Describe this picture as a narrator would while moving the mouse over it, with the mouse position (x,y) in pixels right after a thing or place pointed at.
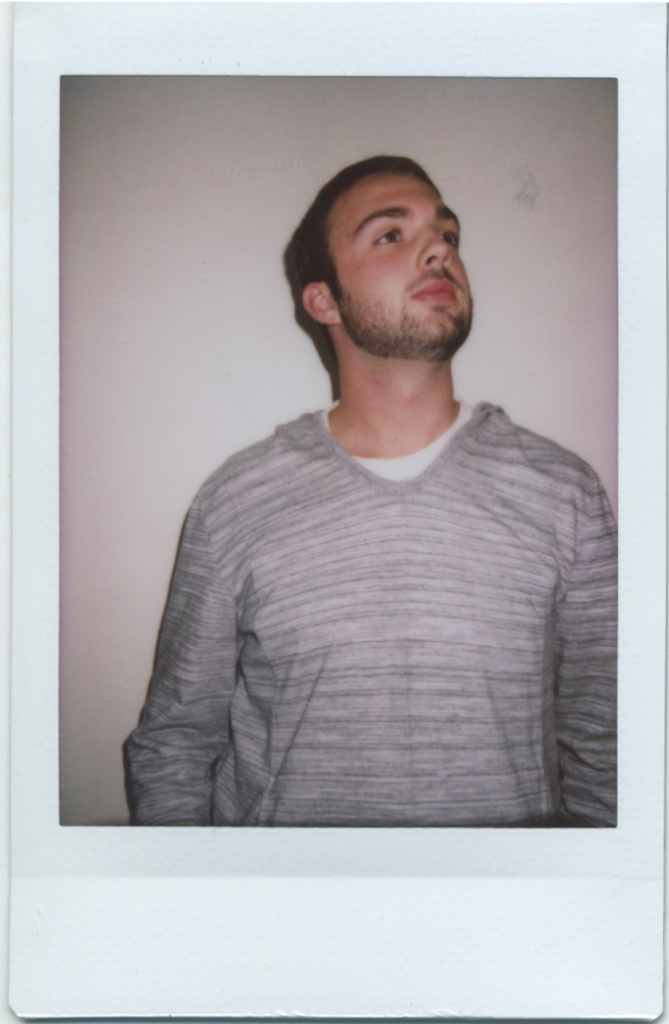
In this image there is a photograph (254,332) of a person (365,457).
